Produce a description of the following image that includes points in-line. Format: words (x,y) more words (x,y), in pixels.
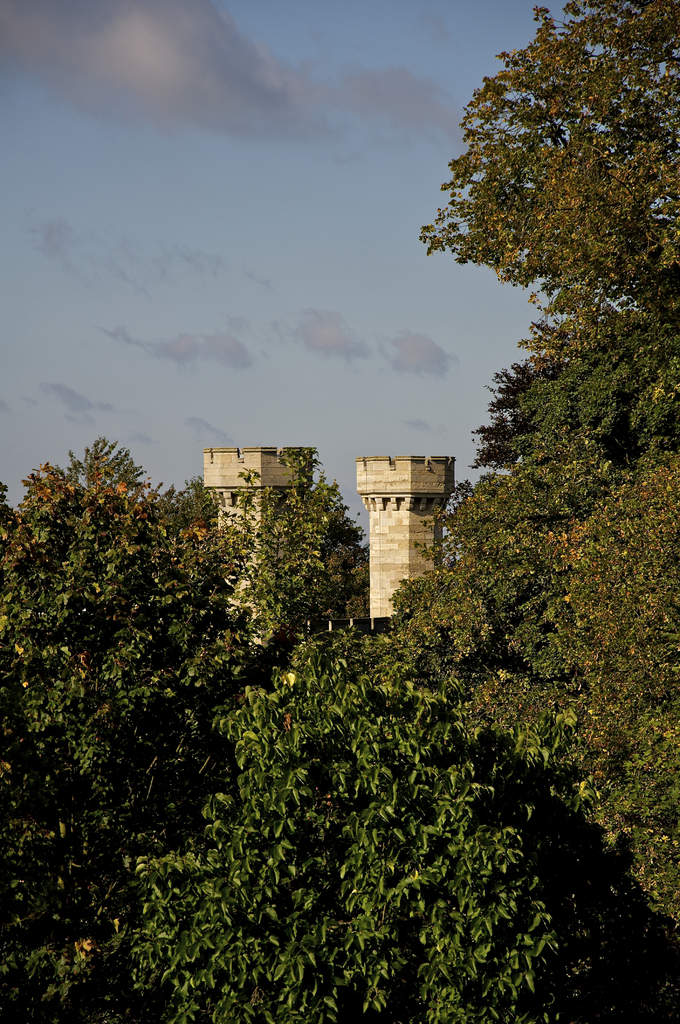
There are trees (340,524) and towers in the foreground area of the image (486,520) and the sky (412,322) in the background (486,403).
